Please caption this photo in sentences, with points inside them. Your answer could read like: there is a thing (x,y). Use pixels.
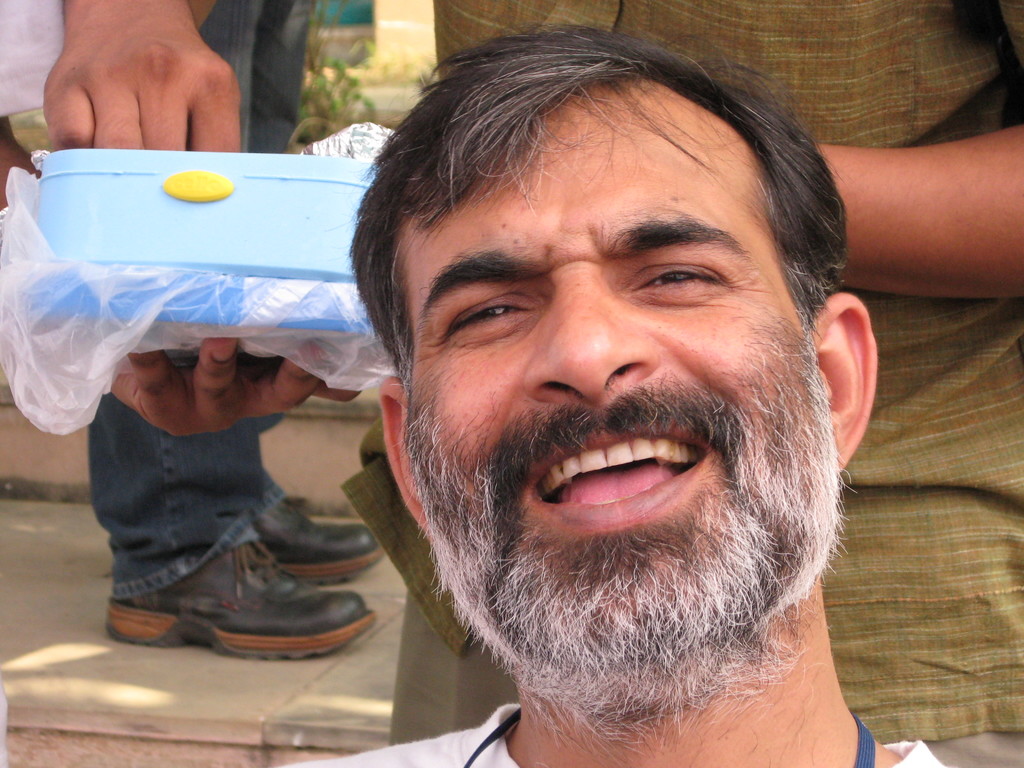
Here in this picture we can see a person (596,260) smiling and behind him also we can see other persons (261,8) standing and one person (183,35) is holding a box (153,182) in his hand (238,344) and we can also see plants (343,106) on the ground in blurry manner.
